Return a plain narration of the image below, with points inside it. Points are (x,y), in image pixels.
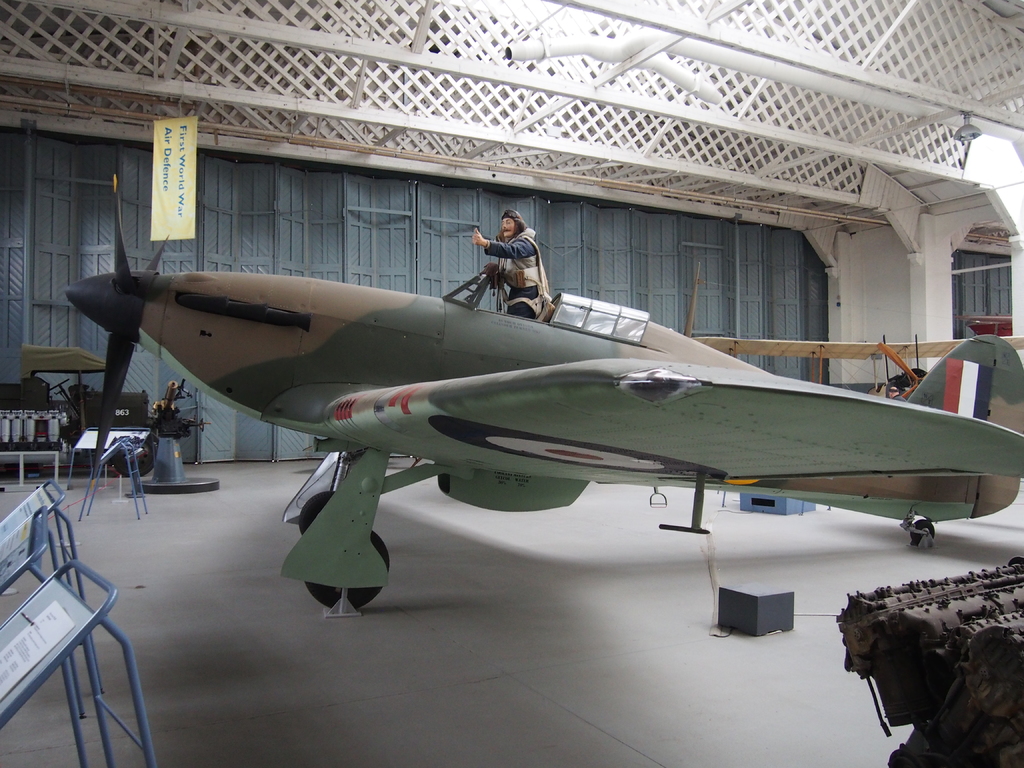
IN this picture, there is a plane (618,453) which is in green in color. On the plane (534,428), there is a man (533,300). At the bottom left (63,598) there are metal objects (81,565). In the center (668,260), there are wooden doors (595,266). On the top (644,142), there are iron bars (637,76).
